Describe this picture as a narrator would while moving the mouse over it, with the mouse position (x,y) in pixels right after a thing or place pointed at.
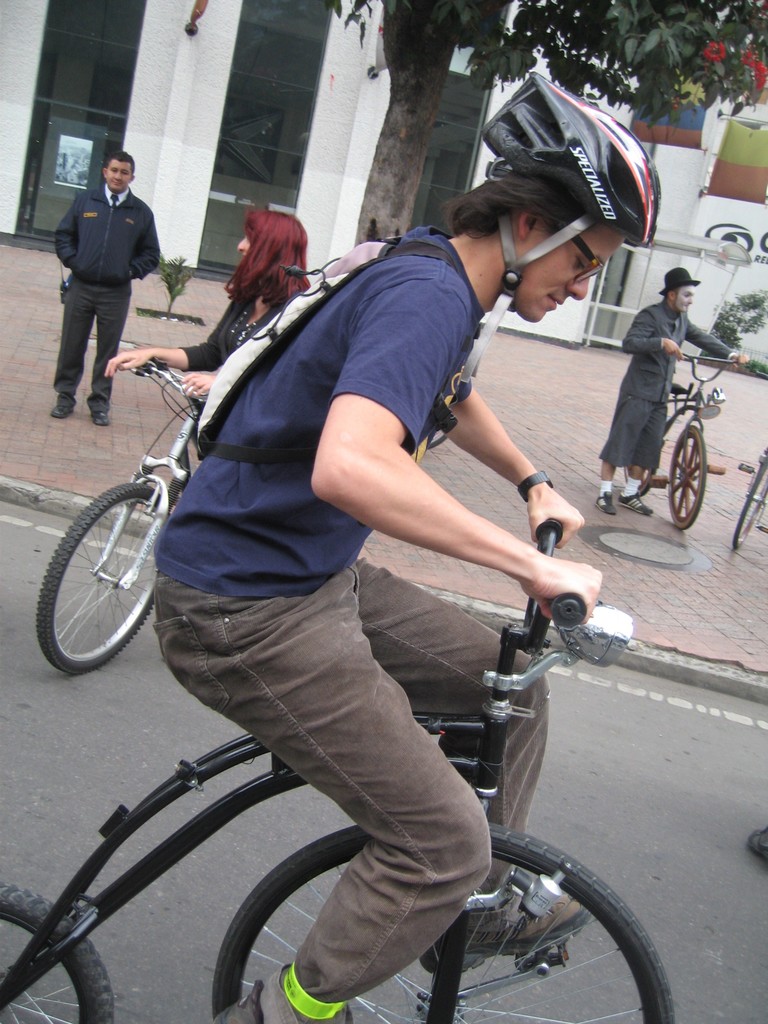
In the center of the image (256,374) there is a man (435,869) riding a bicycle (266,919) he is wearing a bag (390,242). In the background (185,263) there is a building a tree (540,17) and there are also some people (666,395) who are holding bicycle (697,466).
